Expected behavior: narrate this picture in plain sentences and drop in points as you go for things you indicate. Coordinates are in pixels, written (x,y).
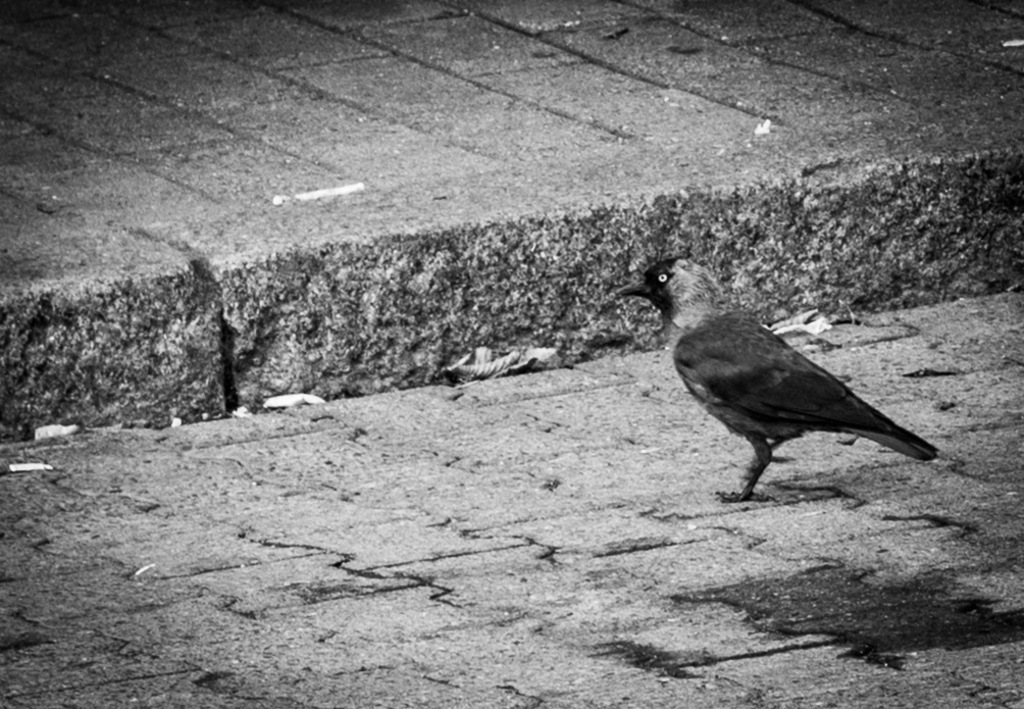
In this image I can see the bird (724,404) on the road (703,445). And this is a black and white image.
